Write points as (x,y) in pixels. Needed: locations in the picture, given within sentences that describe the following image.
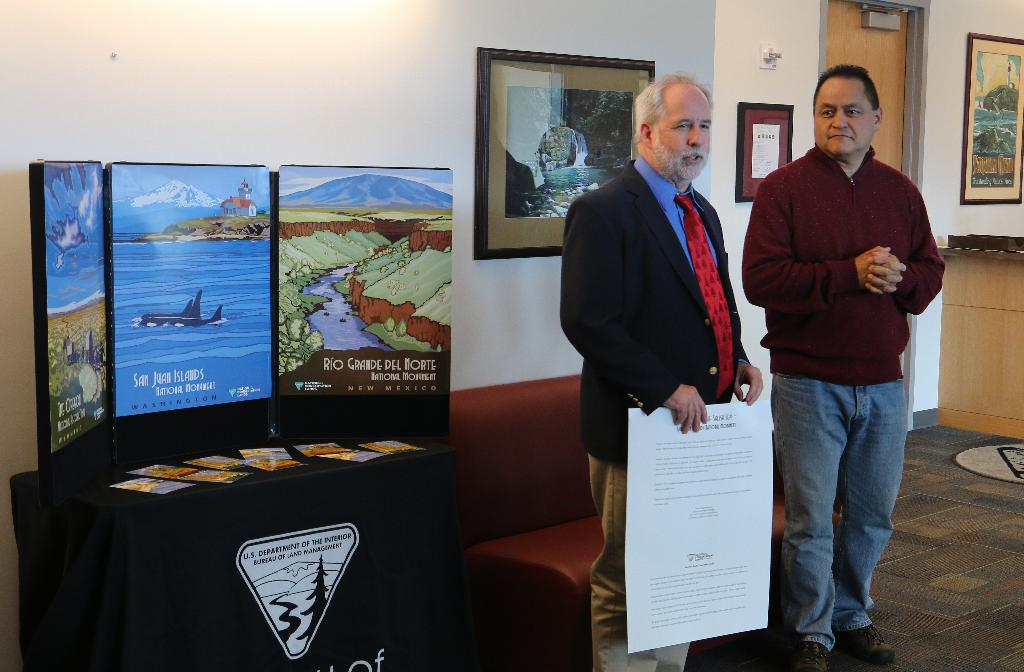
This image consists of two persons (799,368). On the left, the man (619,339) is holding a cardboard (647,567) and wearing a black suit (672,387). On the right (877,364), the man (868,274) is wearing a maroon sweater (788,370). At the bottom (955,641), there is a floor (957,640). On the left (87,552), we can see a desk (183,627) on which there are frames (190,303) kept. In the background (358,112), there is a wall (646,28) on which there are three frames (576,86) hanged.
